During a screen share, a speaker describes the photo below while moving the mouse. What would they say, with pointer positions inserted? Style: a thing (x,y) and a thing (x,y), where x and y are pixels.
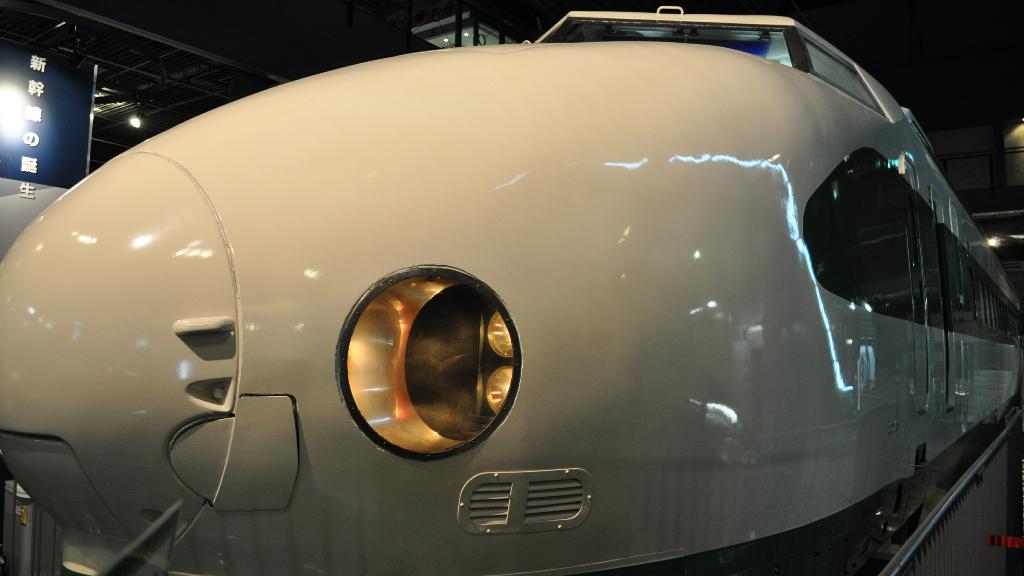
Here we can see a train (599,188) and there are lights (378,330) on it at the front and on the right (975,480) at the bottom corner (996,478) we can see a fence (913,560). In the background (32,146) there is a hoarding (59,109), poles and lights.
